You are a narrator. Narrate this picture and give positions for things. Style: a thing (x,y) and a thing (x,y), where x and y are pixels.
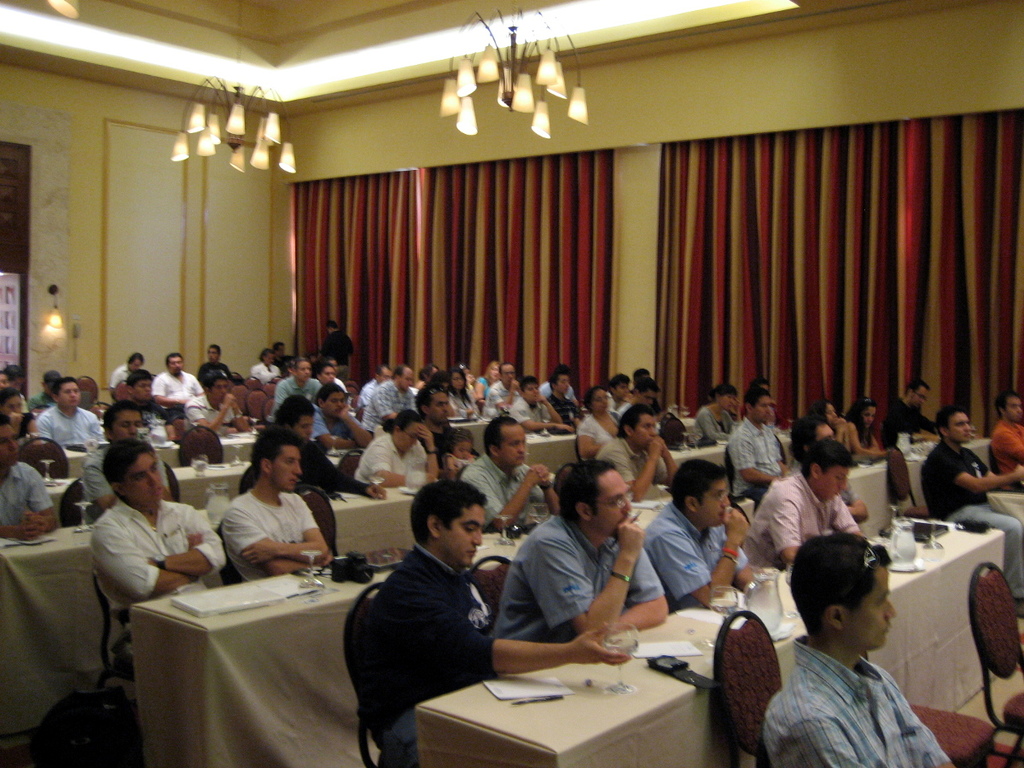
In this picture we can see so many people (706,582) are sitting on the chairs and in front of them there is a table (589,692) on table (562,714) we have glasses (617,649) jugs (772,618) books (526,684) and papers (544,688). on right side (877,275) we can see a cloth hanger (470,325) to cover the window (898,317).
